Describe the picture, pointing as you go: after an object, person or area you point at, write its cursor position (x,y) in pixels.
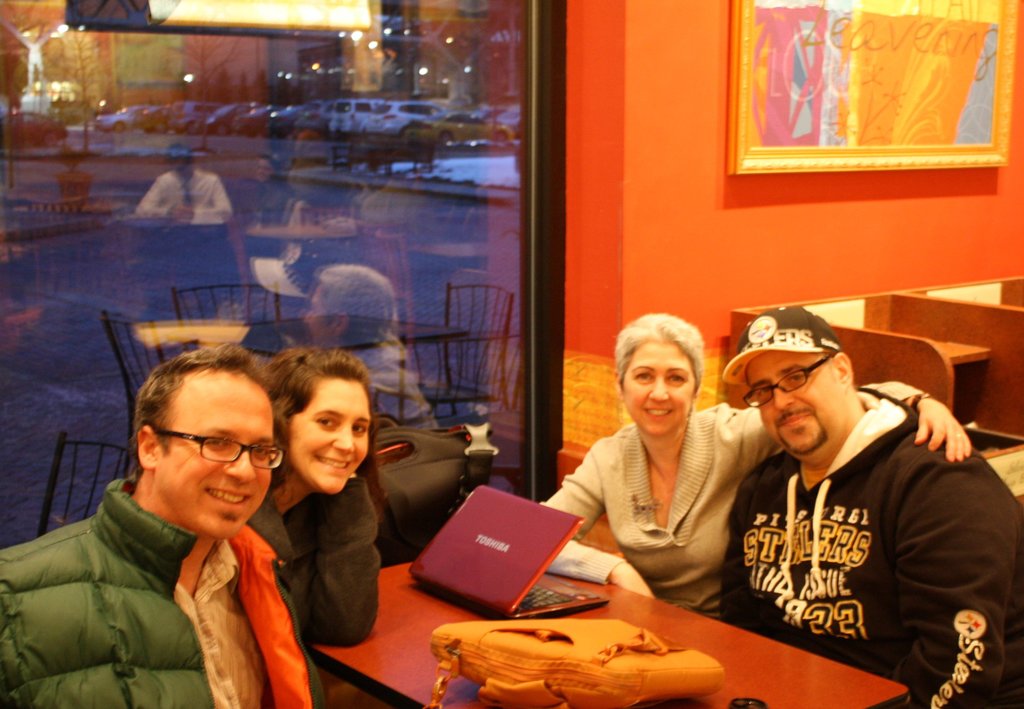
In this picture, we see two men (225,477) and two women (694,561) are sitting on the chairs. All of them are smiling. In front of them, we see a table (826,670) on which bag (570,648) and laptop (520,562) are placed. On the right side (875,342), we see tables (998,360) and behind that, we see a red wall (687,233) on which photo frame (796,31) is placed. On the left side (249,212), we see a glass door (359,251) from which we can see vehicles (268,115) which are parked on the road (359,193). We even see street lights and buildings (163,74). This picture might be clicked in the restaurant.
